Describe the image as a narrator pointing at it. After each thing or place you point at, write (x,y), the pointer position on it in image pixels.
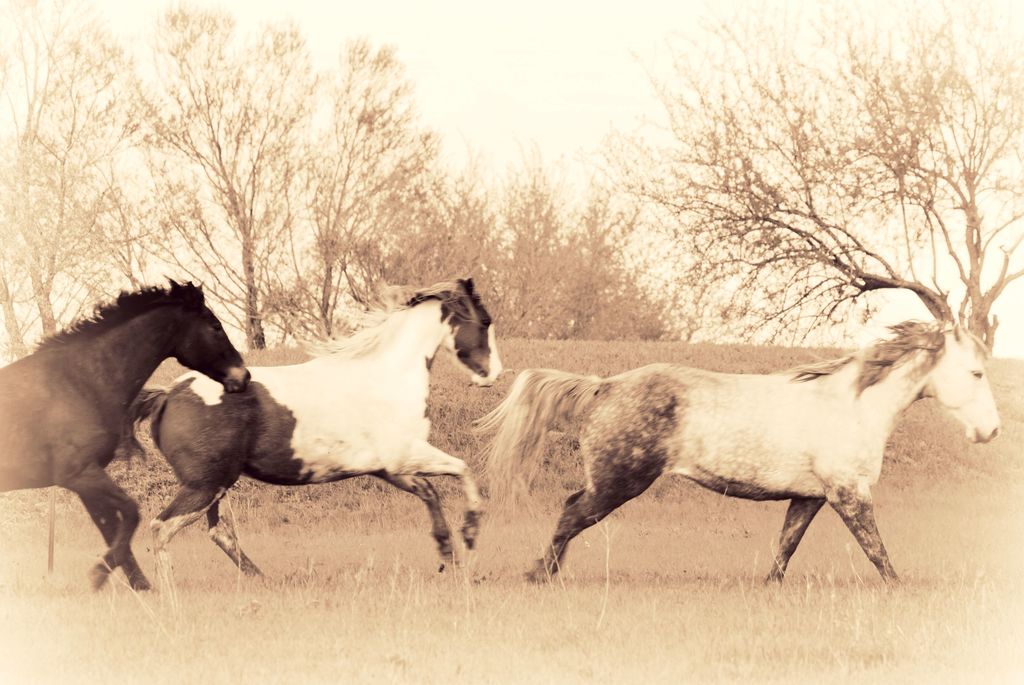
In this picture we can see horses (607,502) on the ground (419,537) and in the background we can see trees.
